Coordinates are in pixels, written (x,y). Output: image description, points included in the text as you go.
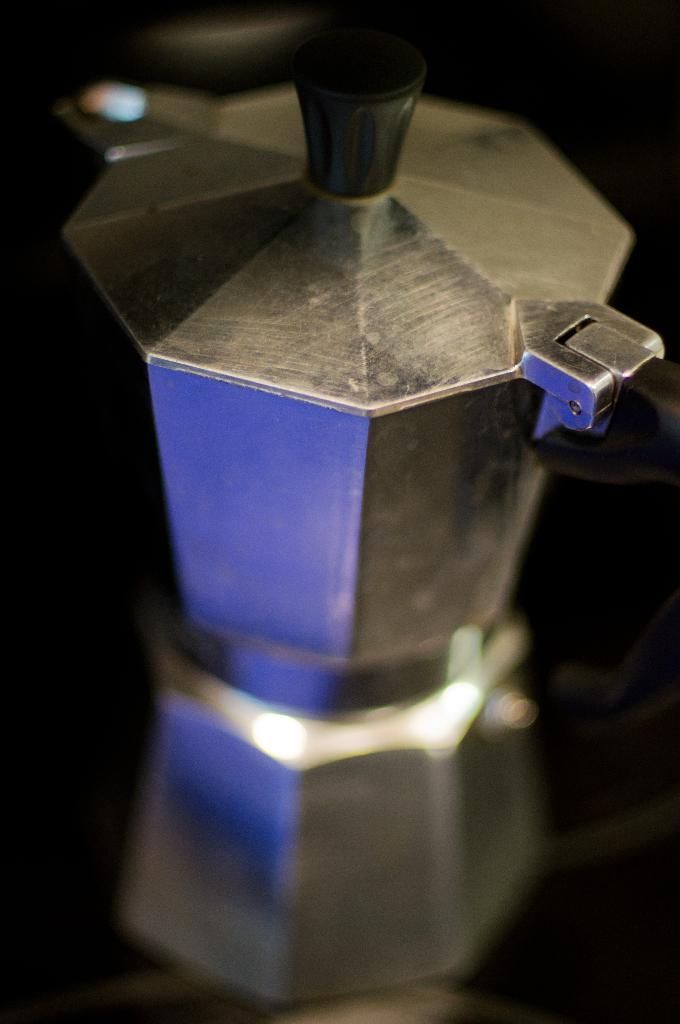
In this image, we can see a steel object (393,476) on the glass surface (73,985). Here we can see the reflections (207,39) on the glass (3,1002). Background (27,618) we can see a dark view.
